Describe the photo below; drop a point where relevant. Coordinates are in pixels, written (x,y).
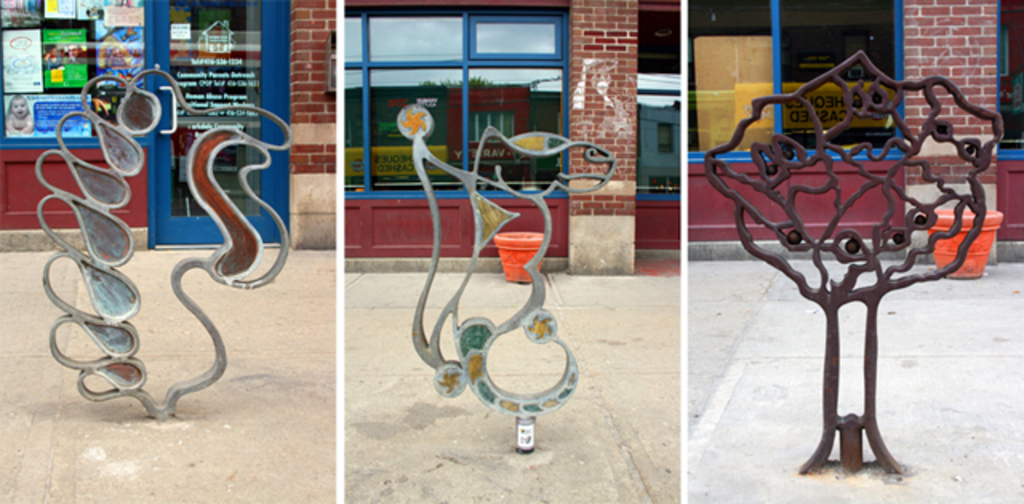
In this picture there are three images, where we can see three symbolized structures (835,327) made up of iron (529,405) and in the background (444,50), there is a wall (970,53) in all three images.
